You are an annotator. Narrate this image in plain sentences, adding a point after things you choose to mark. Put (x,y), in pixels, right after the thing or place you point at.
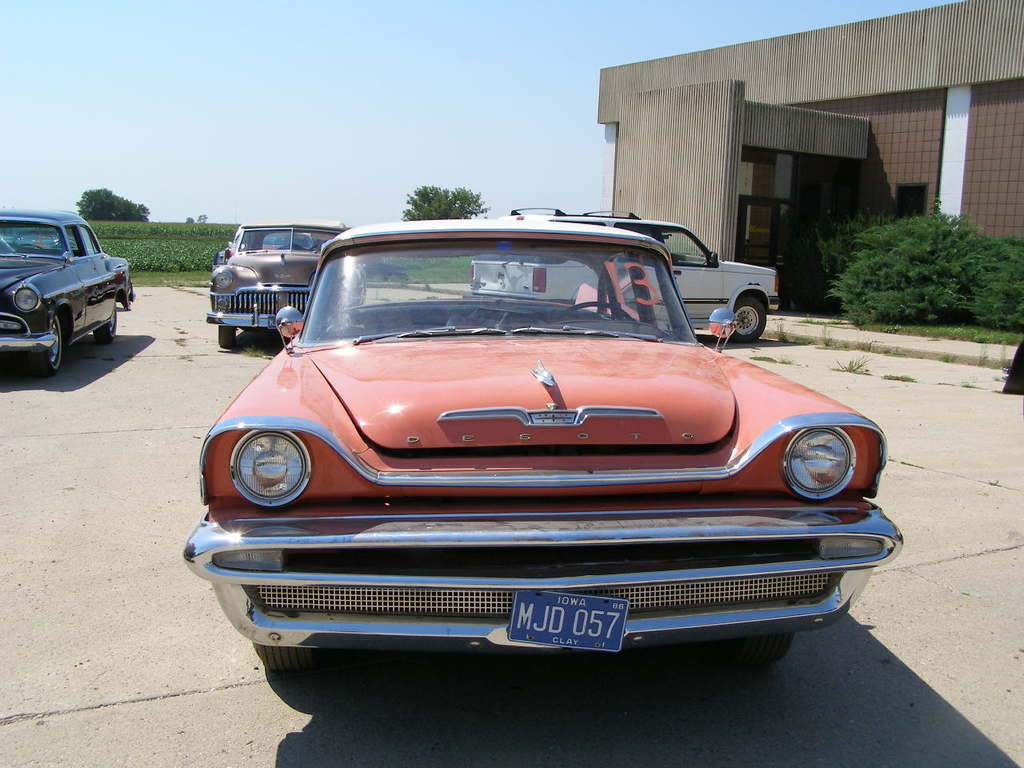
In this image we can see cars (342,346) on the road (809,678). To the right side of the image (756,242) there is a building (978,171). There are trees (101,197), plants (126,243). At the top of the image (211,104) there is sky (151,112).
